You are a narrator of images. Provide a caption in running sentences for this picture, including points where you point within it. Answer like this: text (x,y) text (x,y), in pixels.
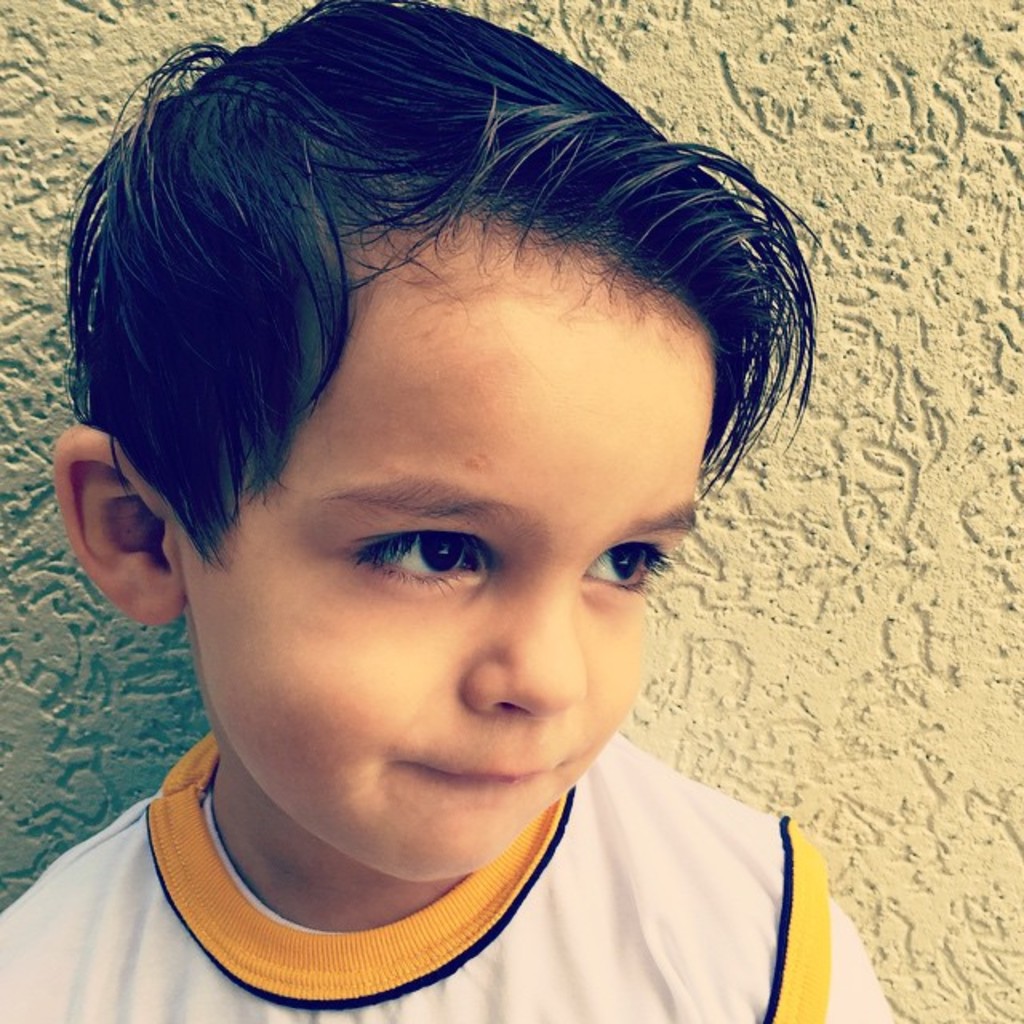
In this image there is a boy (652,147), and in the background (702,650) there is a wall (971,659).
